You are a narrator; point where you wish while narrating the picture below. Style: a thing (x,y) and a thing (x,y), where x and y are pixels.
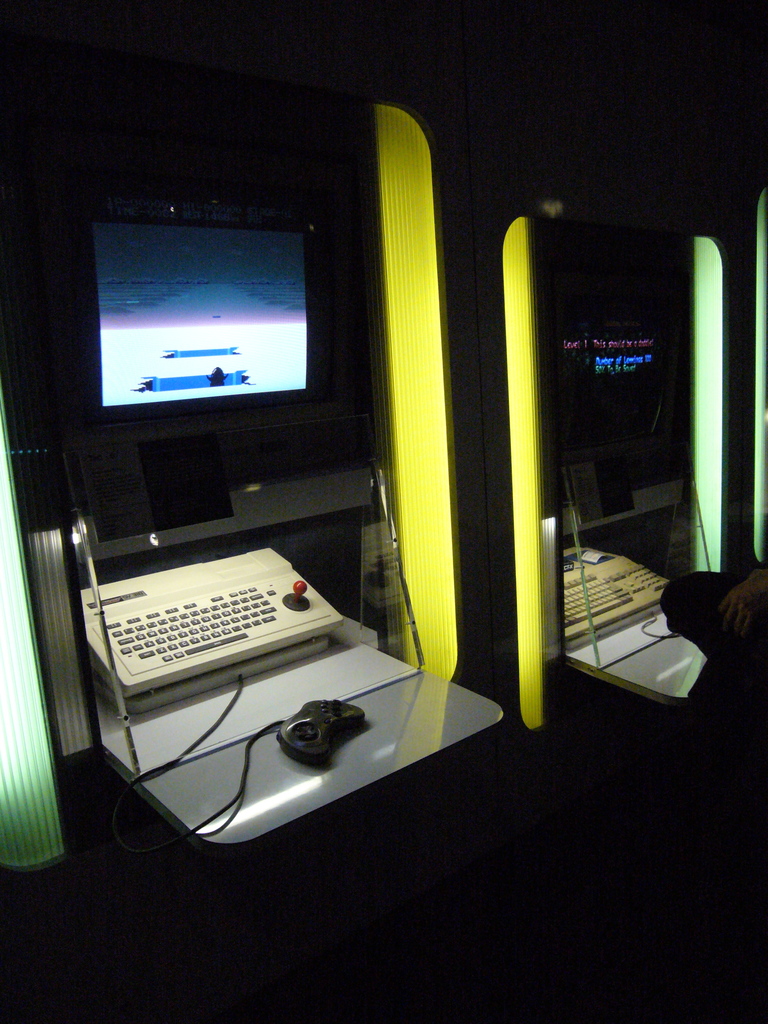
In this image, we can see monitors (179,299) and joystick (281,744) along with wires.
